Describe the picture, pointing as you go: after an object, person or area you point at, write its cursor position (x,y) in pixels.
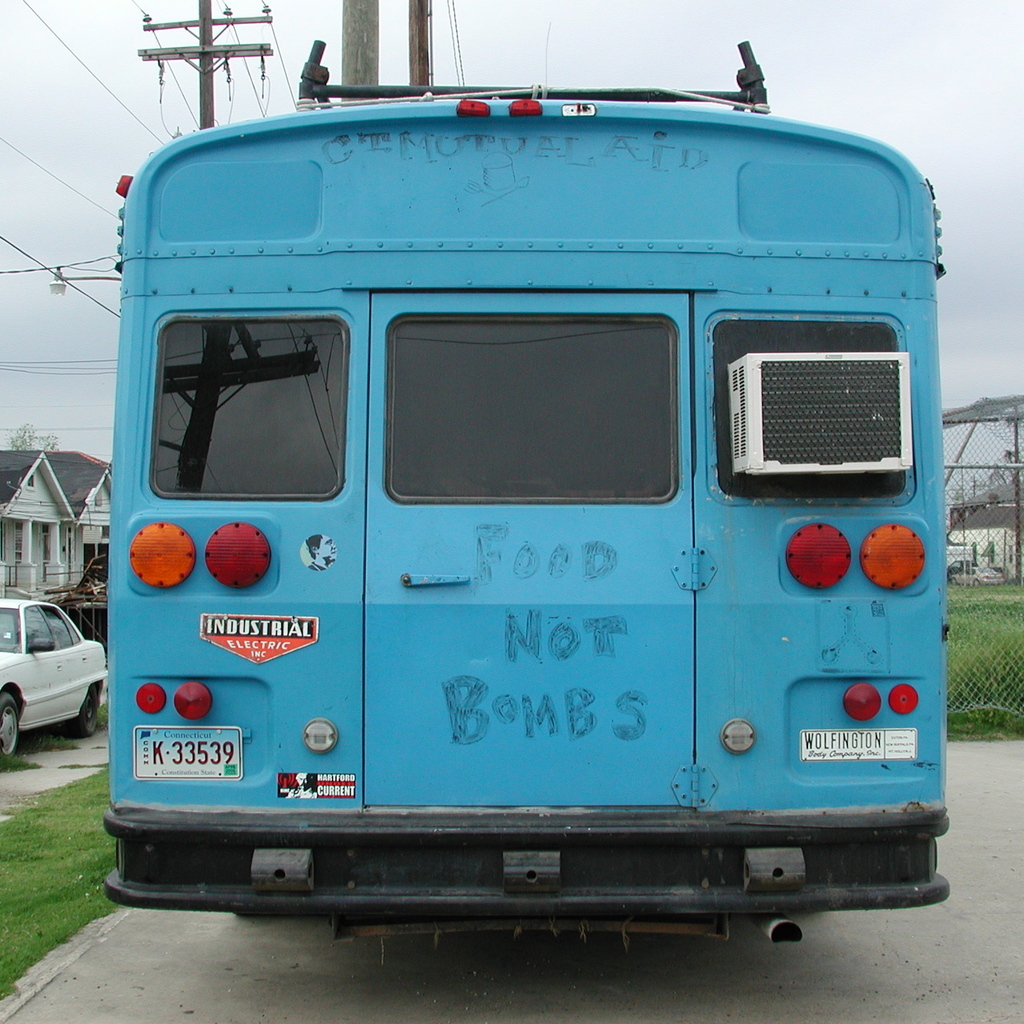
In this image, in the middle (492,492), we can see a vehicle (522,471) which is in blue color. On the right side (1011,428), we can see a net fence (1014,482) and few metal rods (1016,539). On the left side (8,628), we can see a car (32,635), building (60,524), electric wires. In the background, we can also see some electrical wires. At the top (796,24), we can see a sky (822,7), at the bottom (343,989), we can see a grass (994,597) and a road (343,989).
